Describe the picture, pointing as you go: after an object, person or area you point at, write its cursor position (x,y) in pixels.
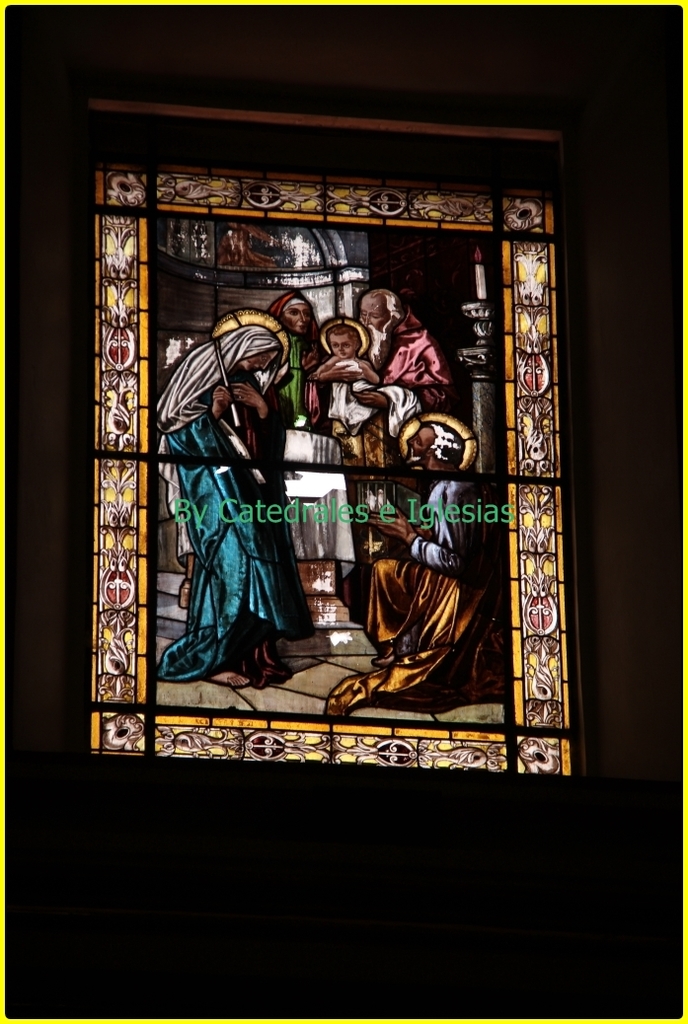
In this image we can see a glass painting (319,403) with some text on it.
